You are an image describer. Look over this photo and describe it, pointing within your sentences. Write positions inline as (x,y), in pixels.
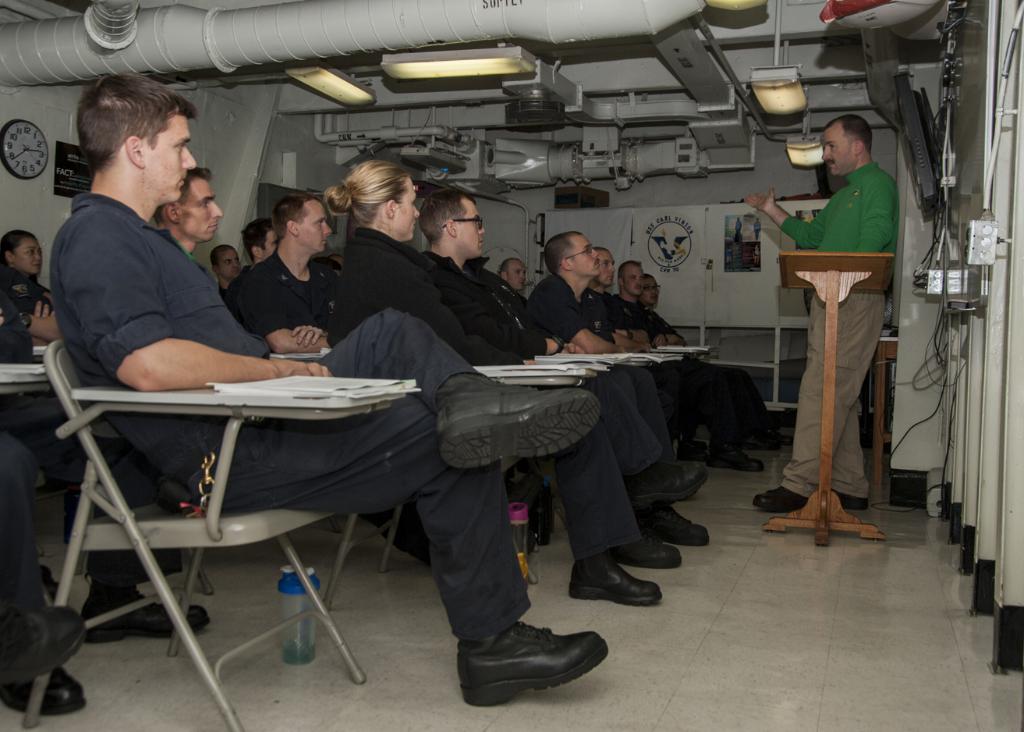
In this image I can see number of people (633,456) are sitting on chairs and here a man (845,144) is standing. On the wall (61,135) I can see a clock (10,157) and here I can see a pipe line (431,6).
